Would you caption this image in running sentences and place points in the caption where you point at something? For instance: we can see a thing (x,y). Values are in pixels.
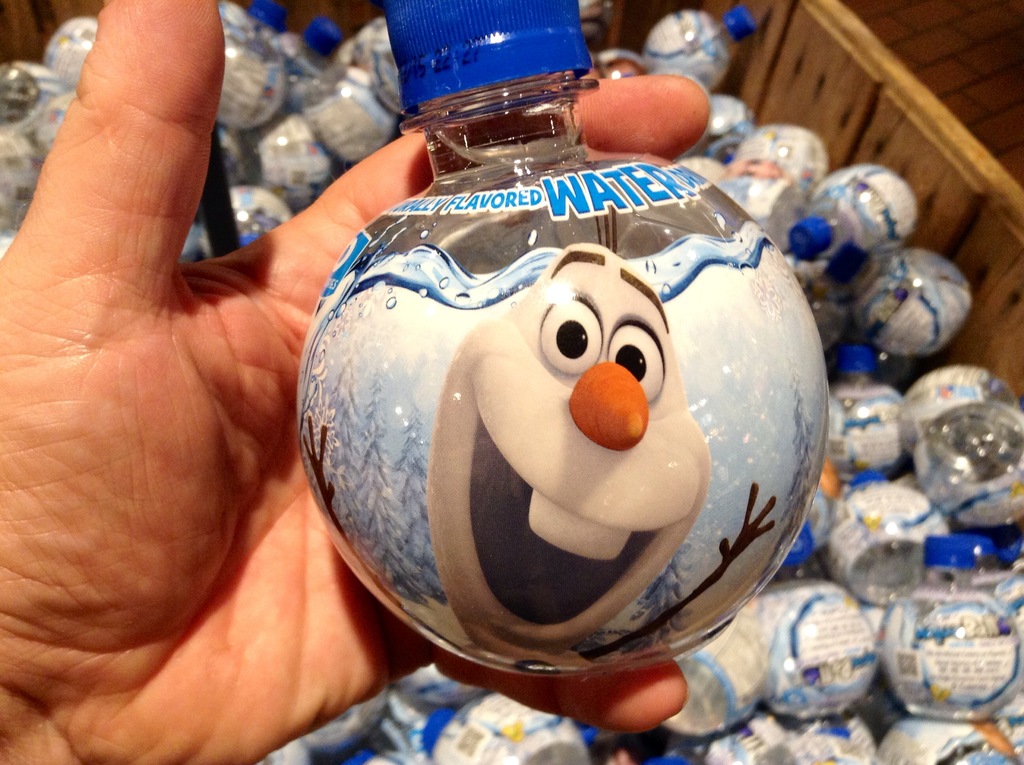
In this picture I can see the water bottles (596,325). I can see the hand (269,410) of a person (294,422).
